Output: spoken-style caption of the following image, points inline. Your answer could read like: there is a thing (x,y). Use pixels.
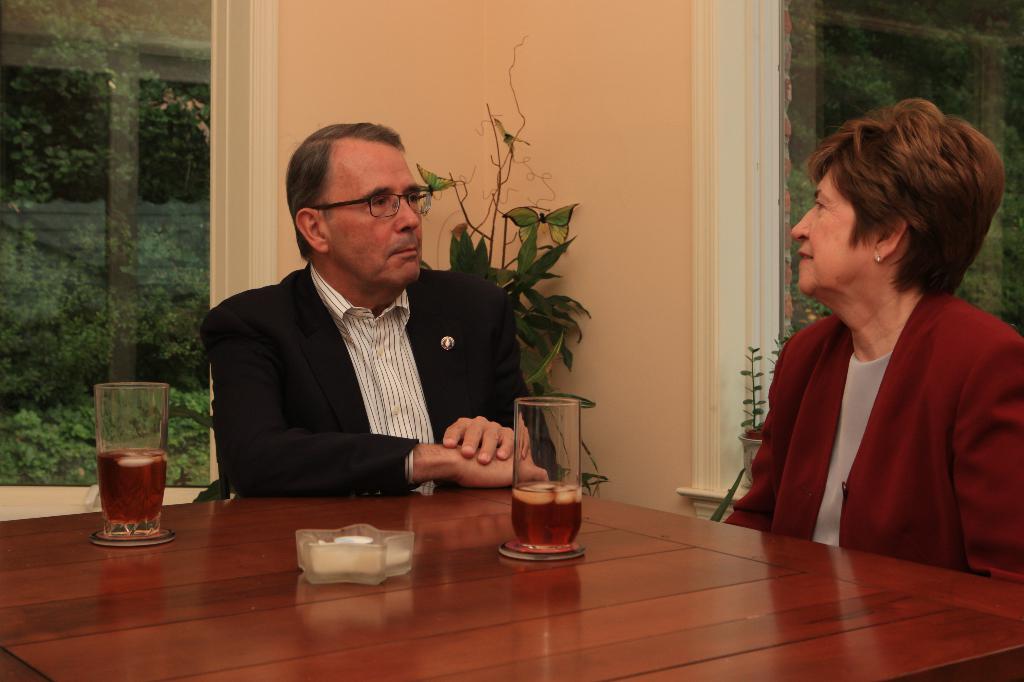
In this picture there are two persons (854,537) one man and one woman (864,495) sitting on the chair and they have a table (479,594) in front of them with two glasses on it.
